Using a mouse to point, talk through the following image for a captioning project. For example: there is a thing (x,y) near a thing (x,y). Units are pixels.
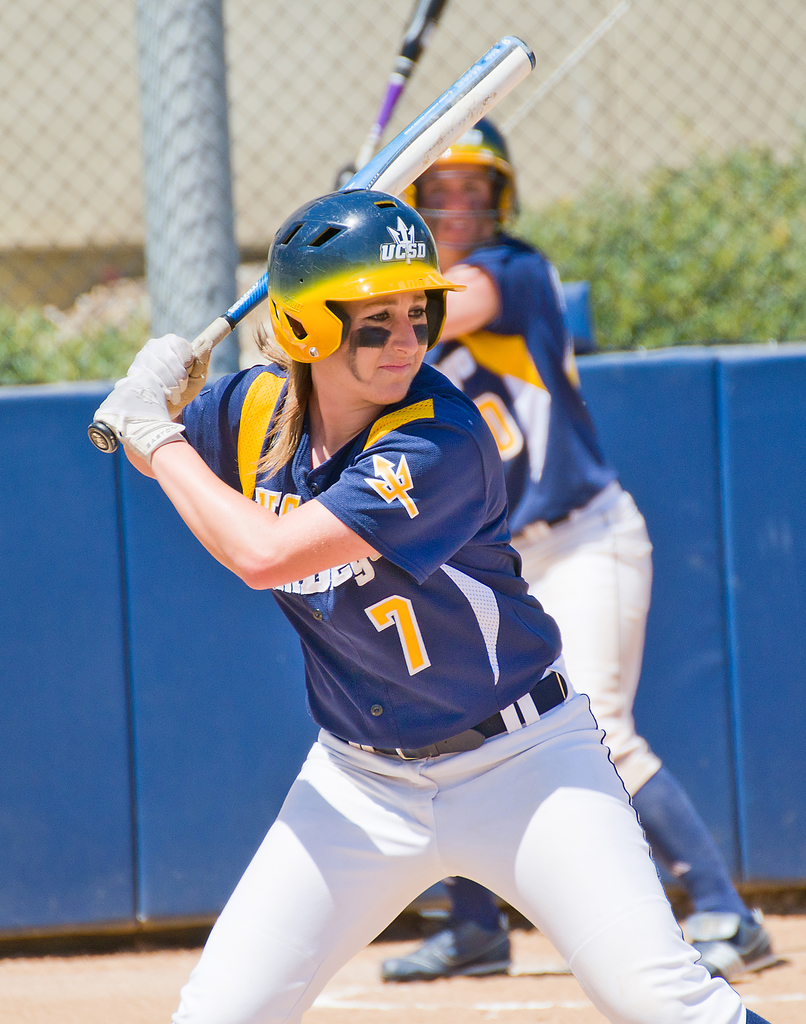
In this image we can see two persons (382,685) wearing sports dress (386,701) and holding baseball bats (416,131) in their hands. There is a fence (555,202) and we can see some plants (692,320) and in the background (461,39) the image is blurred.
